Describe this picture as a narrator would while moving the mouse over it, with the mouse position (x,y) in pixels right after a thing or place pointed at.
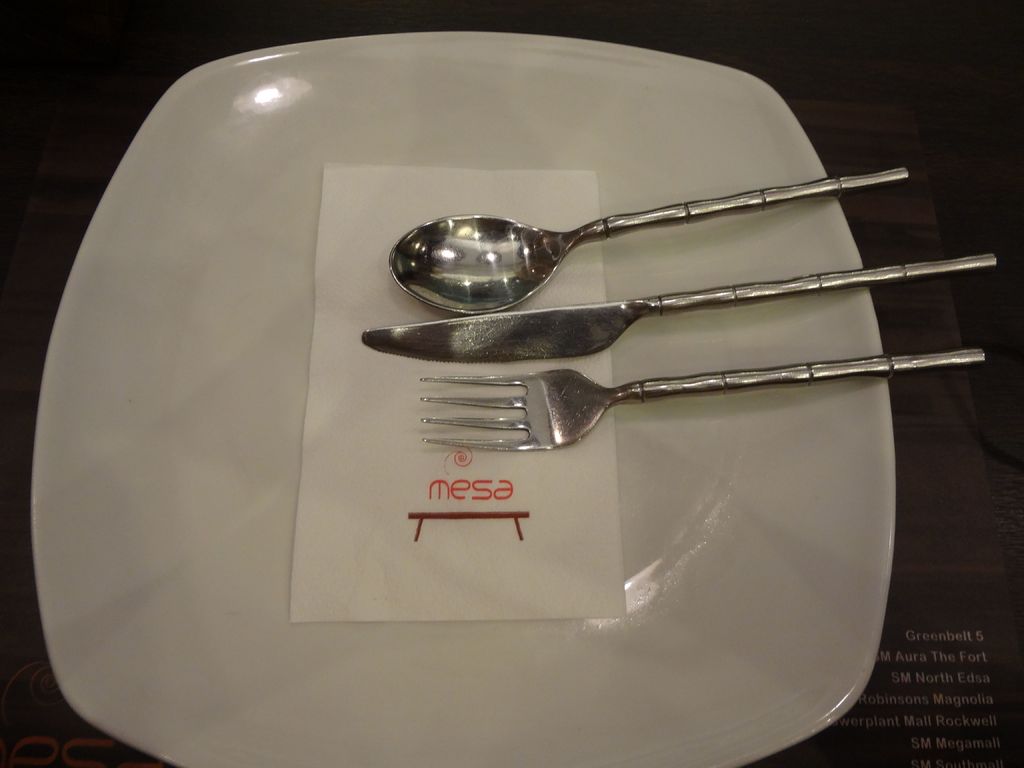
In this image we can see plate (190,235), spoon (548,266), fork (571,443), knife (375,348) and tissues (334,528).
